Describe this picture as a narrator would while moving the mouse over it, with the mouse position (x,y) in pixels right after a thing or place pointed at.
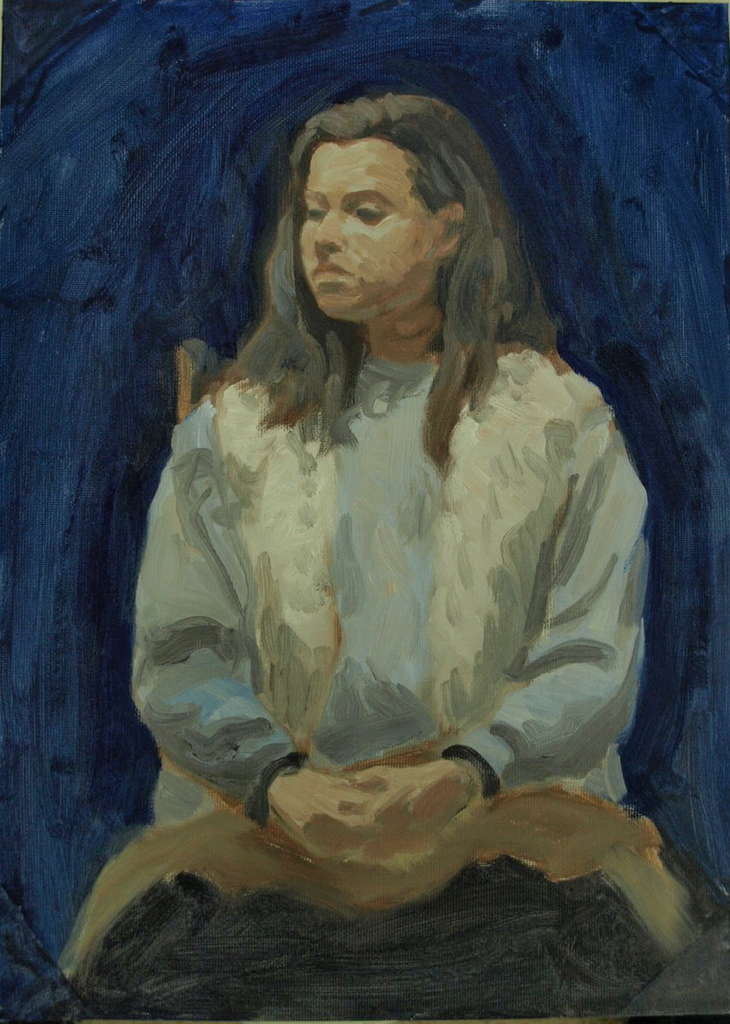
In this image I can see the painting (409,760) of the person (490,723) and the person (343,548) is wearing blue and white color dress (520,617) and I can see blue color background (712,246).
